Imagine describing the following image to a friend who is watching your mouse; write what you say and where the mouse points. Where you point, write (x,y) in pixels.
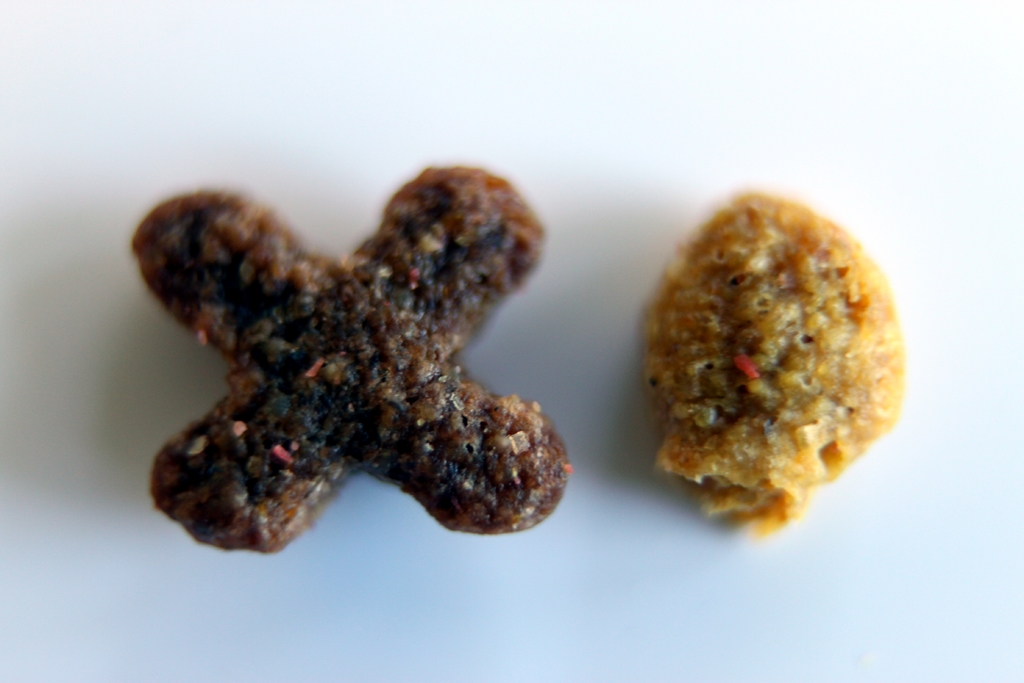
In the image there are two dry kibble pieces (375,357) in a plate (387,147).
